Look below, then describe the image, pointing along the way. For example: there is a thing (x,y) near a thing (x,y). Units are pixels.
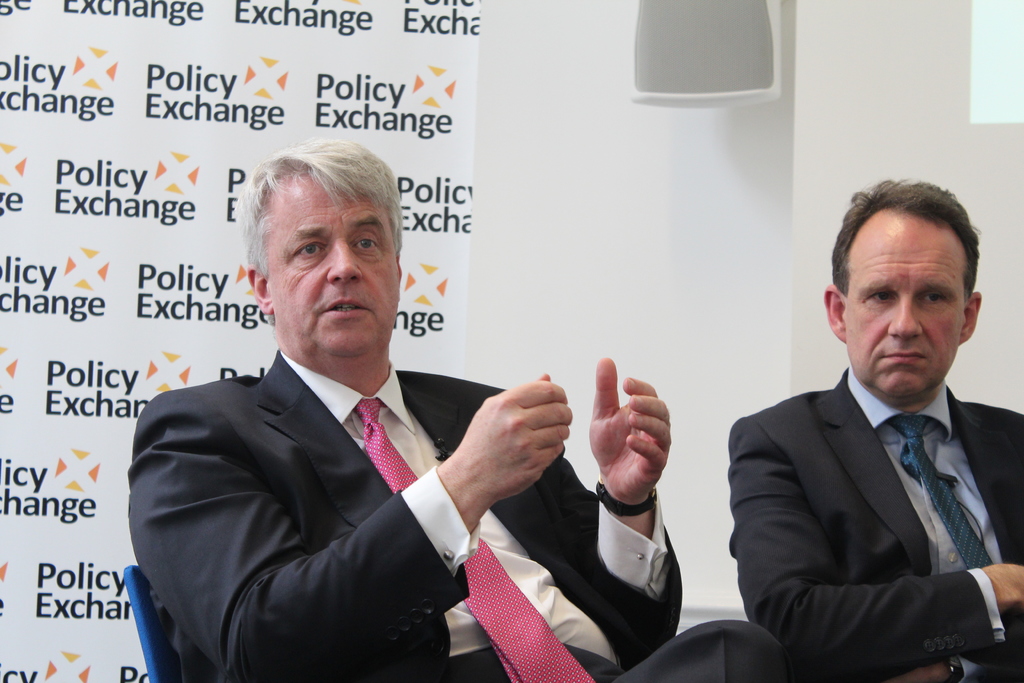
In this image I can see two men (792,448) are sitting. I can see both of them are wearing shirt (408,492), tie (495,636) and blazer (302,522). In the background (447,320) I can see a banner (422,137) and on it I can see policy exchange (157,68) is written at many places.
